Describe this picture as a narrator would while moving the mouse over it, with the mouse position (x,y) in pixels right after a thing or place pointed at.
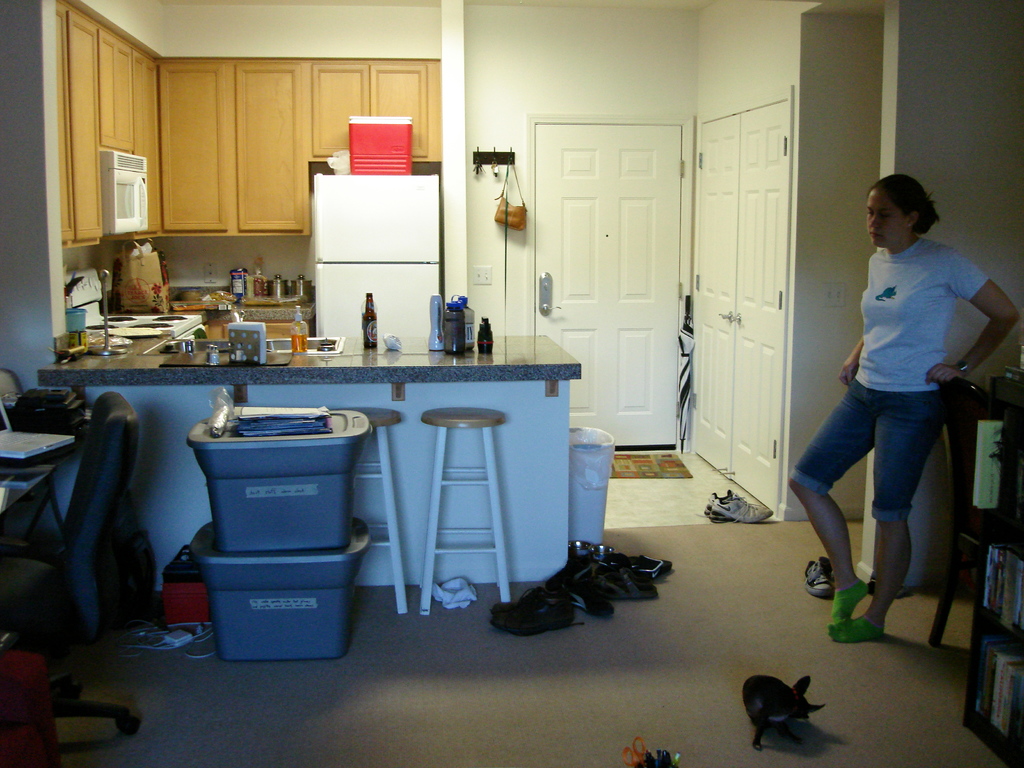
In this image on the right side (879,408) there is one woman (904,418) standing, and in the center (488,380) there is a kitchen (364,382), table (308,396). On the table (181,383) there are some bottles (452,328), and some objects (161,261) and in the background (349,247) there is a fridge (347,187), doors (580,247), hand bag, umbrella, shoes (732,504), cupboard (245,227) and some other objects (369,435). On the left side (81,541) there is a chair (81,530), clothes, at the bottom (704,647) there is floor (686,736) and on the floor (632,676) there are some shoes (586,582). And on the right side (999,707) there is a chair (954,561), and some books (986,690).
